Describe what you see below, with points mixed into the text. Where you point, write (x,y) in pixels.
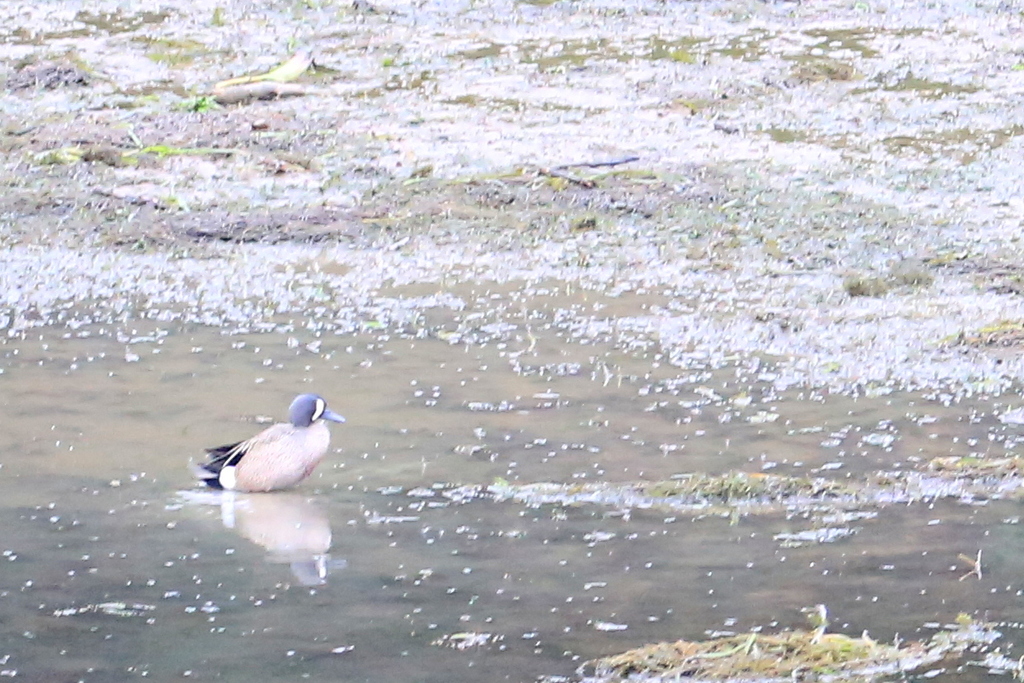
In this image I can see the bird (264,433) in the water (249,398). I can see the grass (130,228) and the water (240,544).
